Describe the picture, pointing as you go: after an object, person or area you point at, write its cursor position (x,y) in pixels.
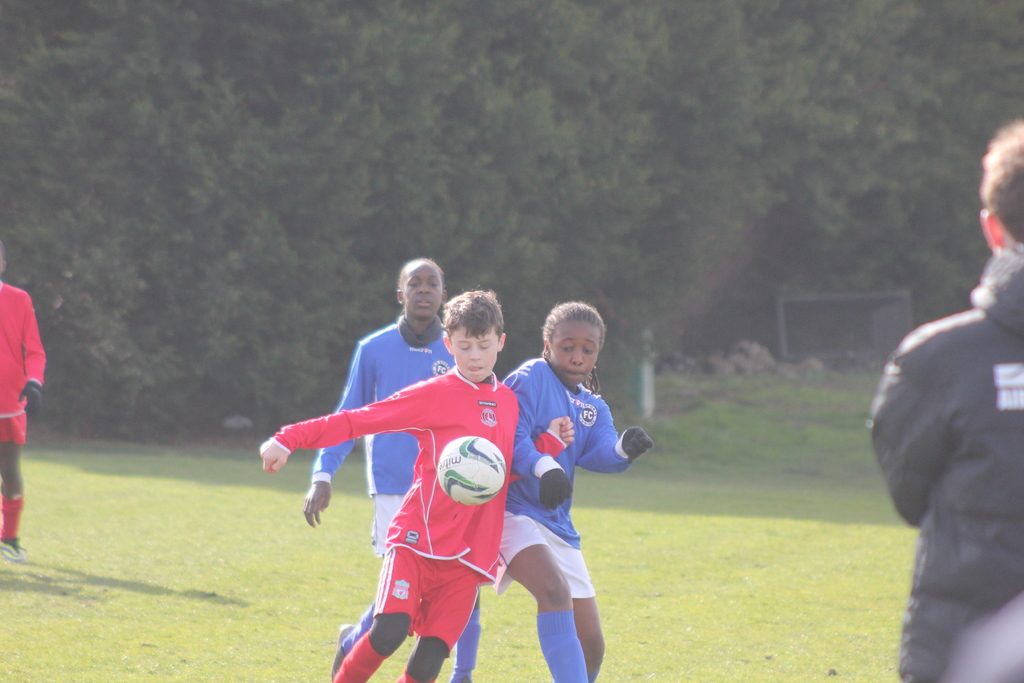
In the image we can see there are three kids (536,418) who are in the middle of the image (544,388) they are playing football and on the ground (177,553) it's covered with grass (696,607). There are lot of trees (734,235) behind, there are two more kids (14,332) who are at the corners of the image.
